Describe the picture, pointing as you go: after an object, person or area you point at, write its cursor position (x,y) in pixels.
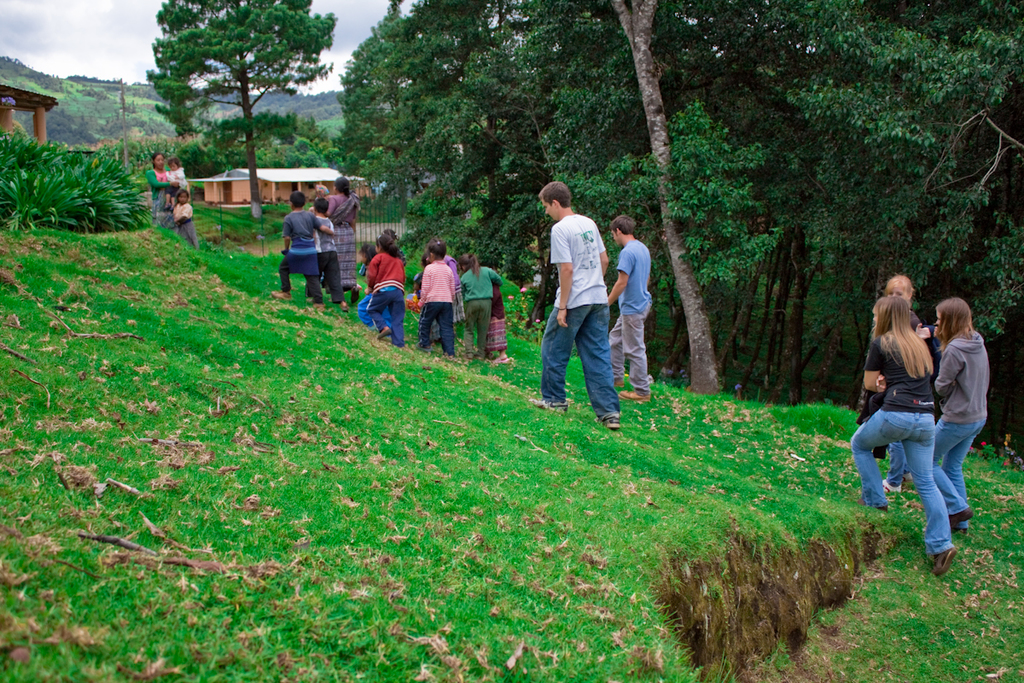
This picture is clicked outside. On the right (878,312) we can see the group of persons (451,283). In the foreground (120,363) we can see the plants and the green grass (423,495). In the background (679,356) there is a sky (359,35), trees (171,54) and some houses (291,180).
